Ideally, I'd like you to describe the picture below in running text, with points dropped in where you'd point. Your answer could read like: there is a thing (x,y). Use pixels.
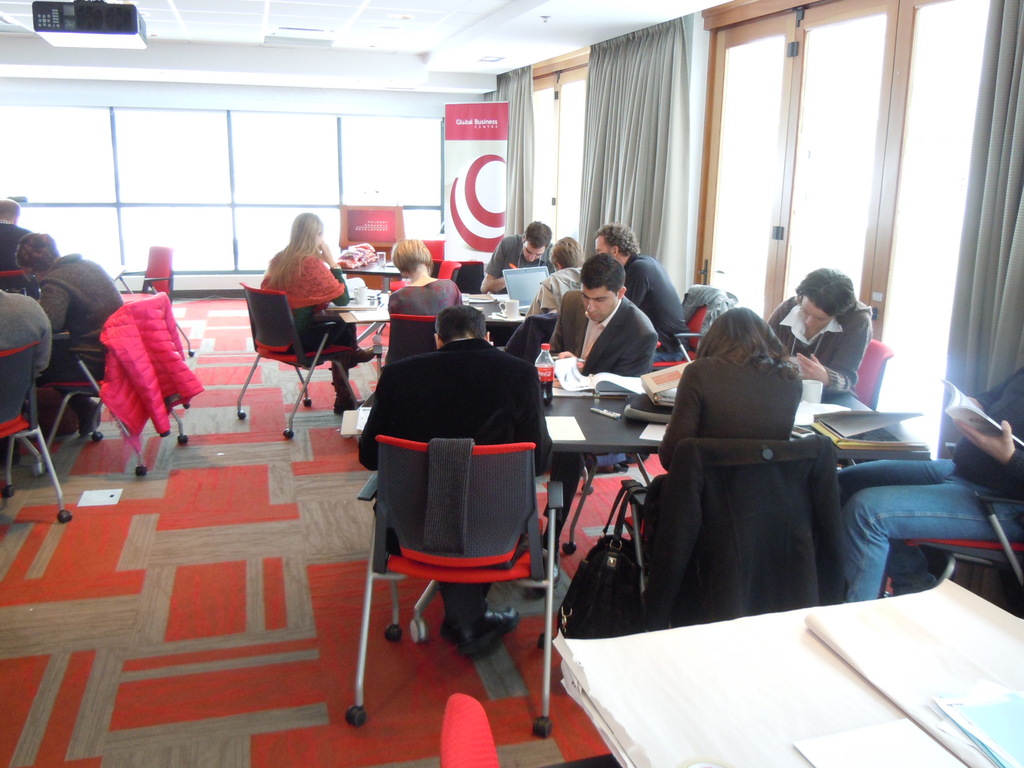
In this image there are group of people (711,369) who are sitting on a chair (689,352) on the right side (857,177) there is one window (872,172) and curtains (648,137) are there on the left side (22,338) there are some people (11,296) who are sitting in the bottom of the right corner (705,705) there are some papers (844,637) on the top of the image (385,28) there is ceiling (459,23) and on the left side (96,18) there is one projector (65,21).
